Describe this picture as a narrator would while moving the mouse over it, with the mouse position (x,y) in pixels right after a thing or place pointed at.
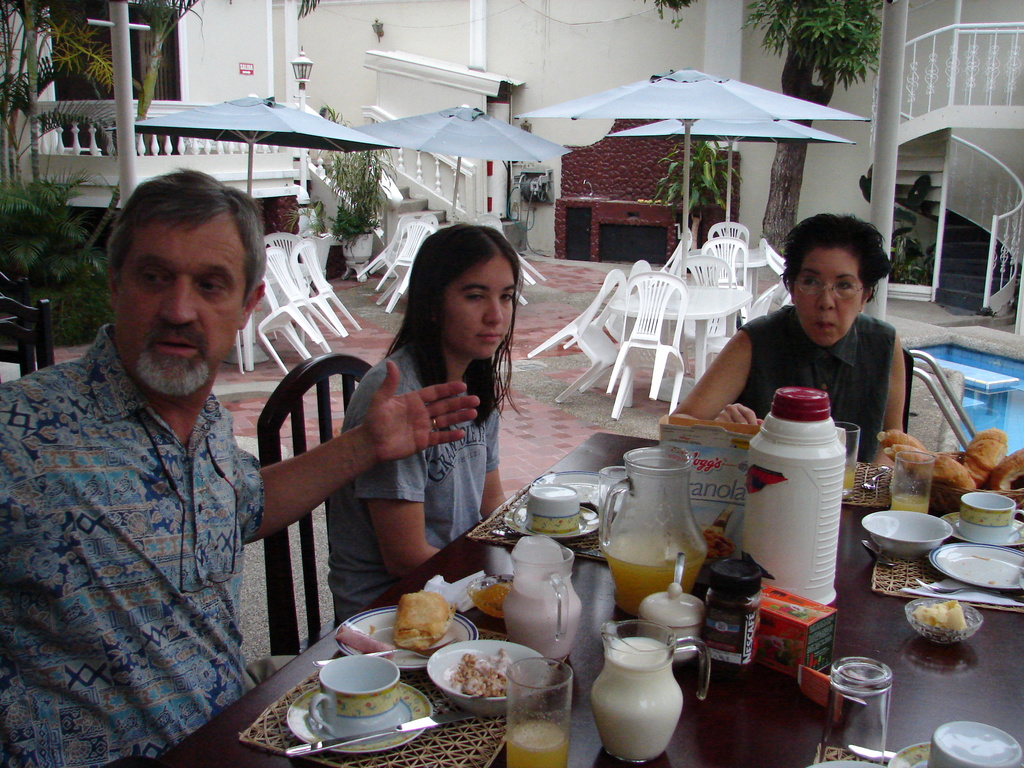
In the image there is a table (609,616), on the table (605,584) there are many food items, bowls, plates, glasses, jars (650,600) and other objects (569,524), around the table (881,507) there are three people (502,390) sitting on the chairs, behind them there are empty tables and chairs (313,253) and on the right side (991,392) there is a swimming pool (981,355) and in the background (249,71) there is a building (101,141).
